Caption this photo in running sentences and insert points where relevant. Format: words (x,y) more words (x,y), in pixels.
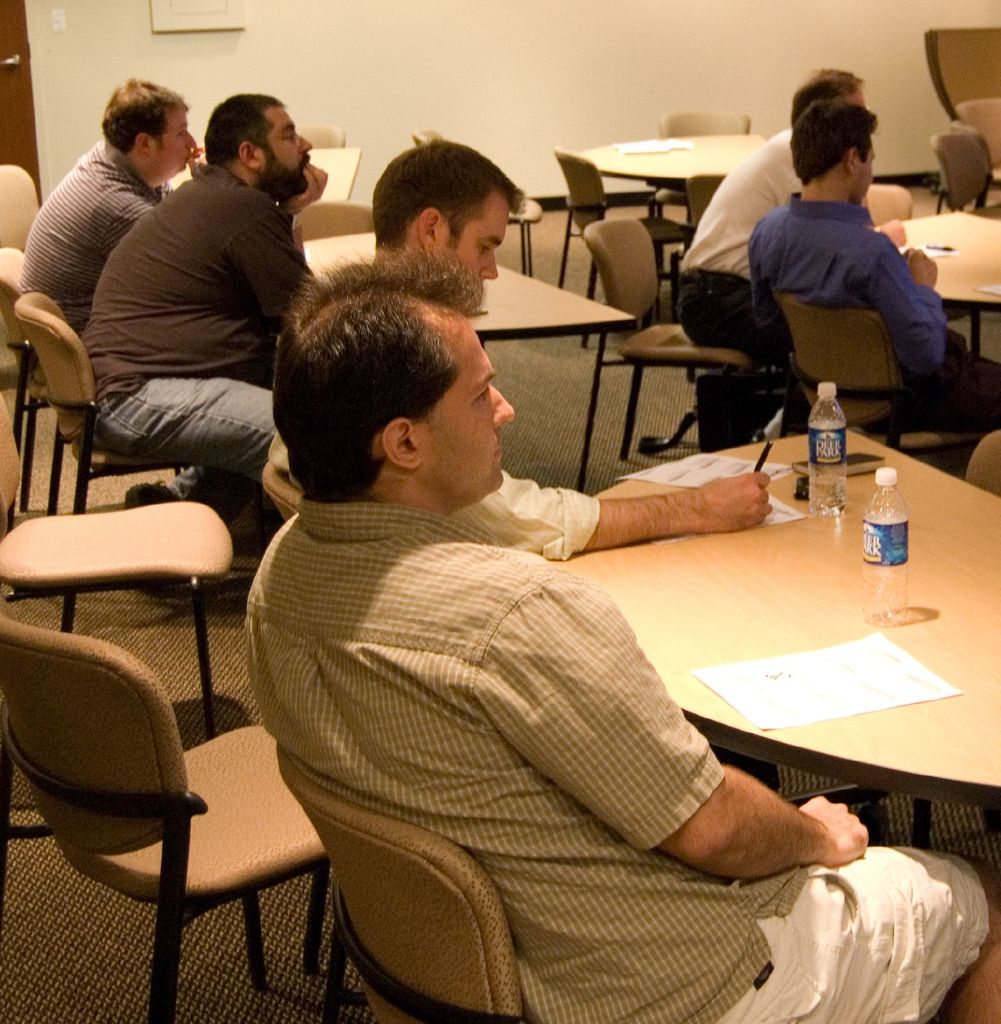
In this picture we can see a group of men (502,566) sitting on chairs (30,403) and in front of them on table (835,621) we have paper (891,653), bottles (832,452), remote (874,464) and in background (735,107) we can see wall (360,84), door (18,94), frame (236,11).
